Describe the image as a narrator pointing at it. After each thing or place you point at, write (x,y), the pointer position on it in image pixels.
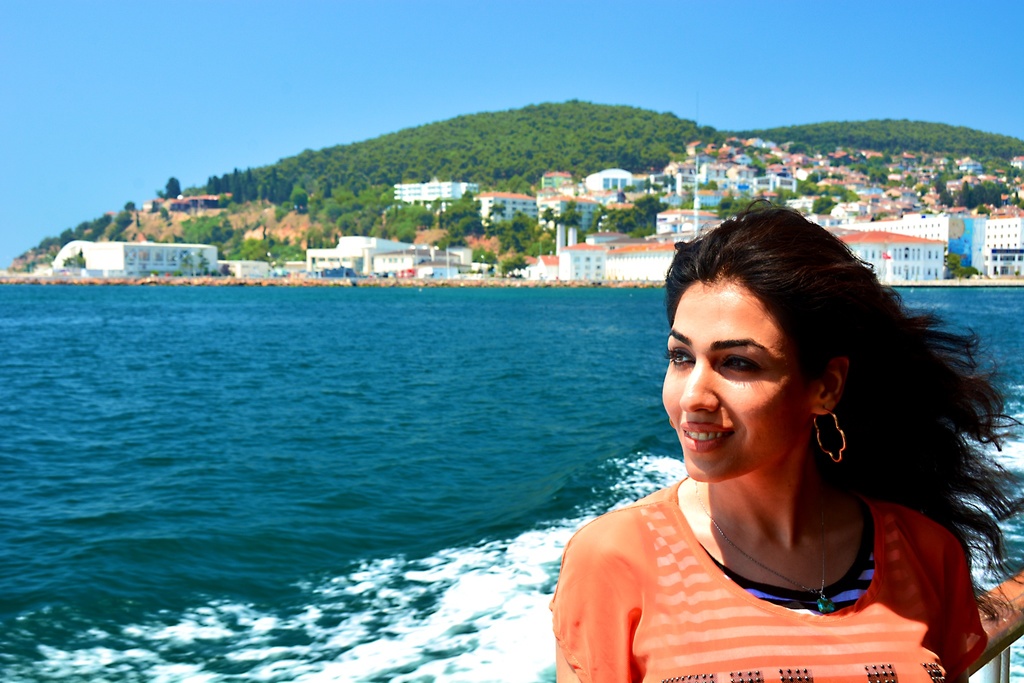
In the image we can see in front (785,295) there is a woman (763,443) standing. Behind there is water (438,455) and there are lot of trees (502,273) and buildings (560,242) at the back (430,187).
